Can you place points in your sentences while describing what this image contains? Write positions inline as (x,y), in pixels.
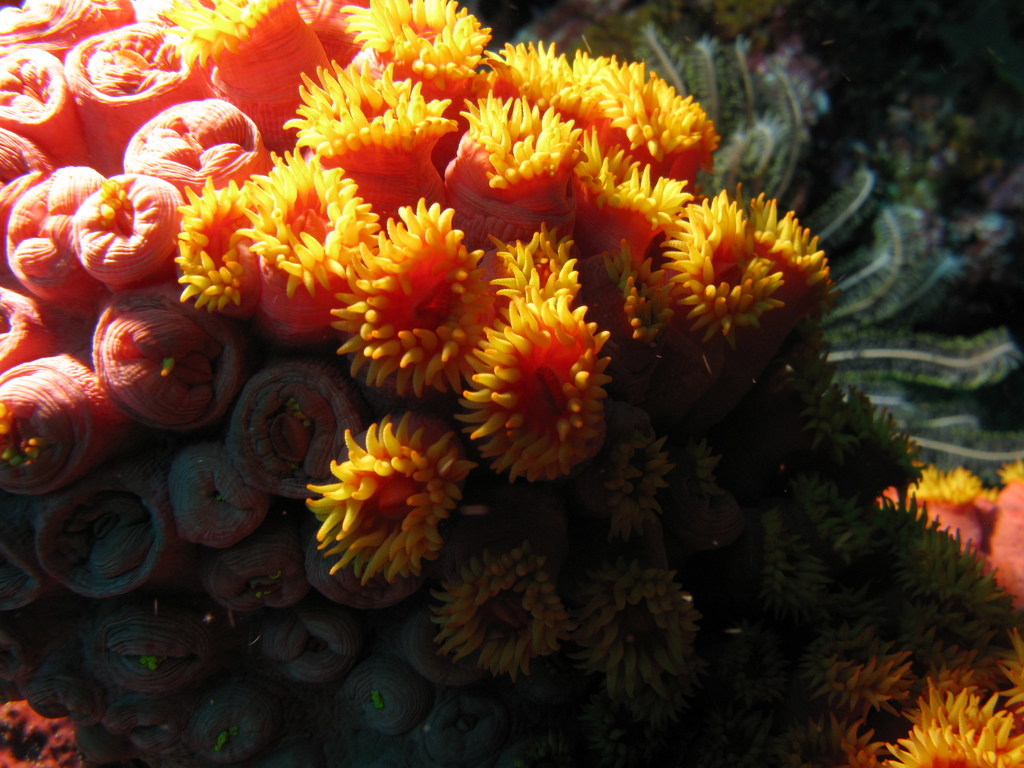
In this image we can see coral reefs (386,468).
